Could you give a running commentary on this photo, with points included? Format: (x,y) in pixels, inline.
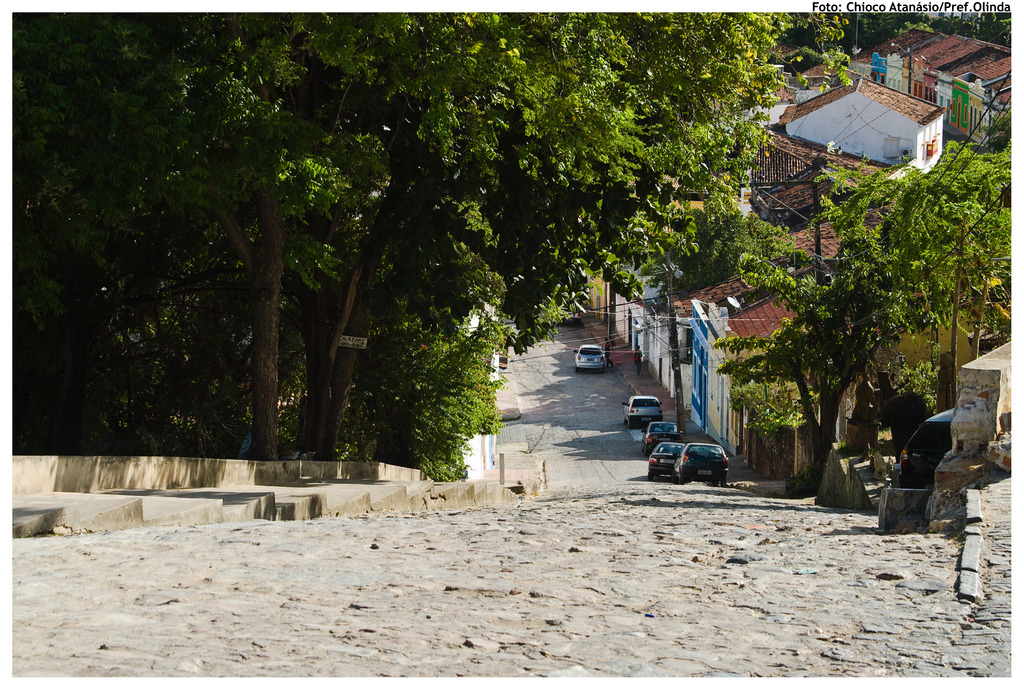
In this picture we can see the trees (949,284), houses (772,330), rooftops (958,69), people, vehicles (702,453) and the poles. At the bottom portion of the picture (534,492) we can see the road (492,663). On the left side (295,501) we can see the stairs (421,484). In the top right corner of the picture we can see watermark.
